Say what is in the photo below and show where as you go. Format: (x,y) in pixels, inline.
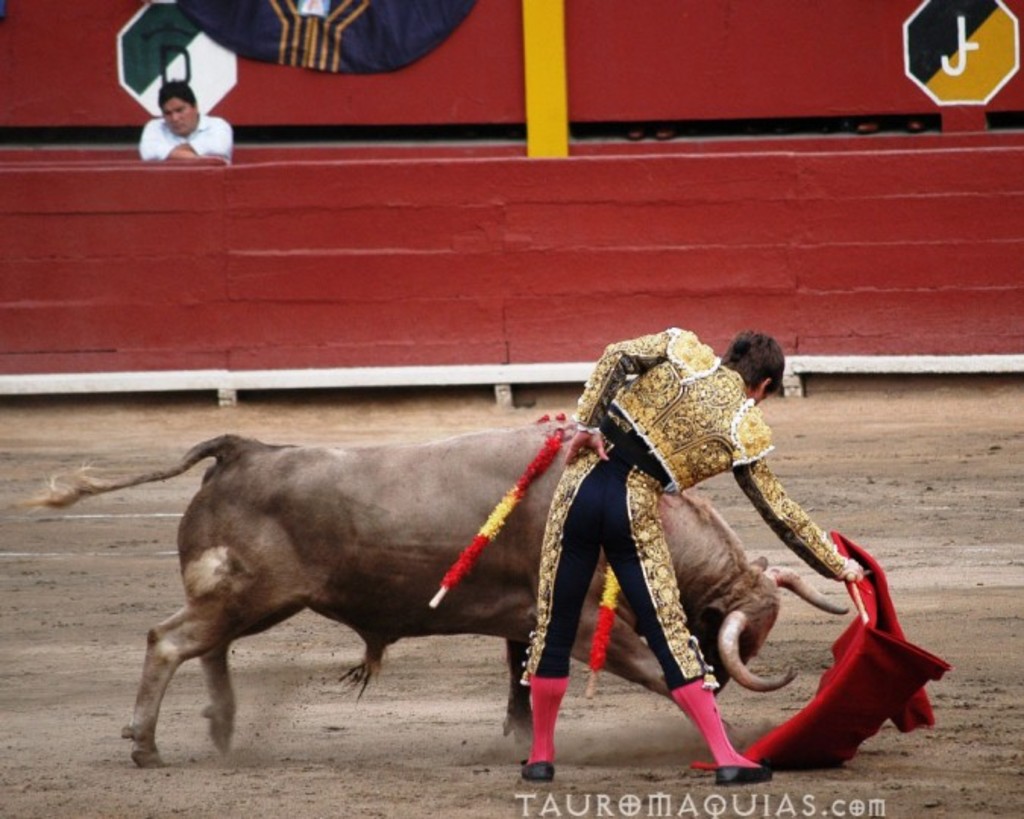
In this picture we can see a bull (374,572) and a bullfighter (567,552) and he is holding a red cloth (842,638). Behind the bull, there's a wall (275,123), boards (219,58) and another person (182,110).
